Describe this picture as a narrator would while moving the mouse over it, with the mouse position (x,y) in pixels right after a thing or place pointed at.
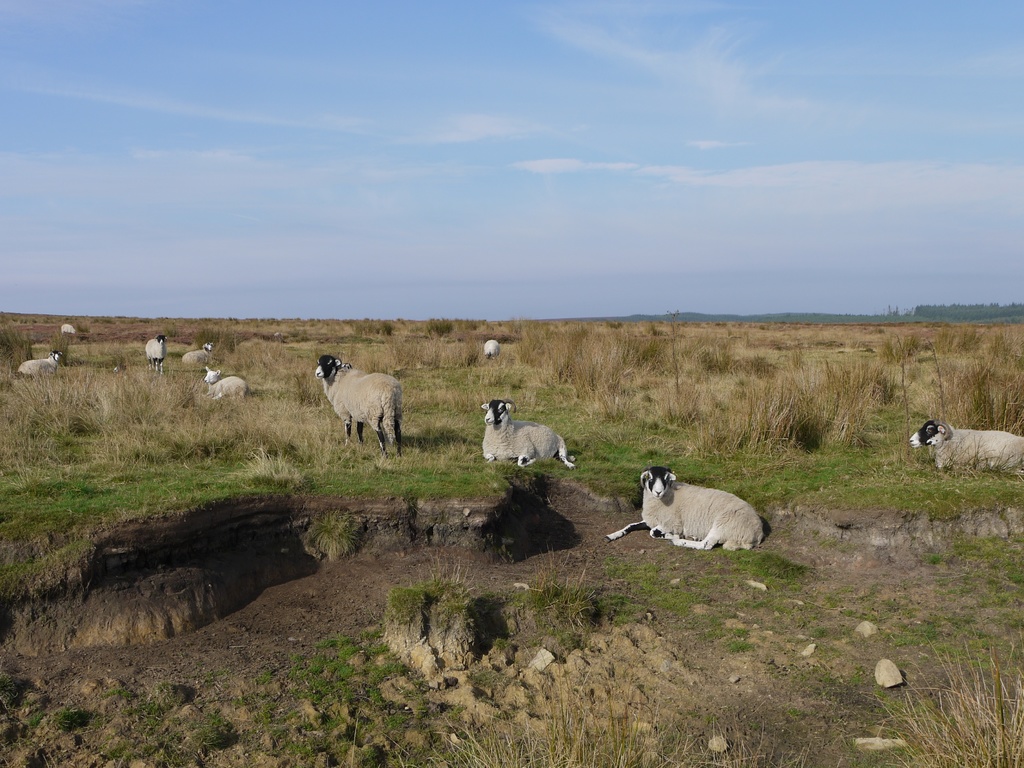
In this image there are few animals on the grassland (767,581). Right side few animals (751,511) are sitting. Left side few animals (352,414) are standing on the grassland (334,418). Top of the image (557,212) there is sky (610,208) with some clouds (586,168).
